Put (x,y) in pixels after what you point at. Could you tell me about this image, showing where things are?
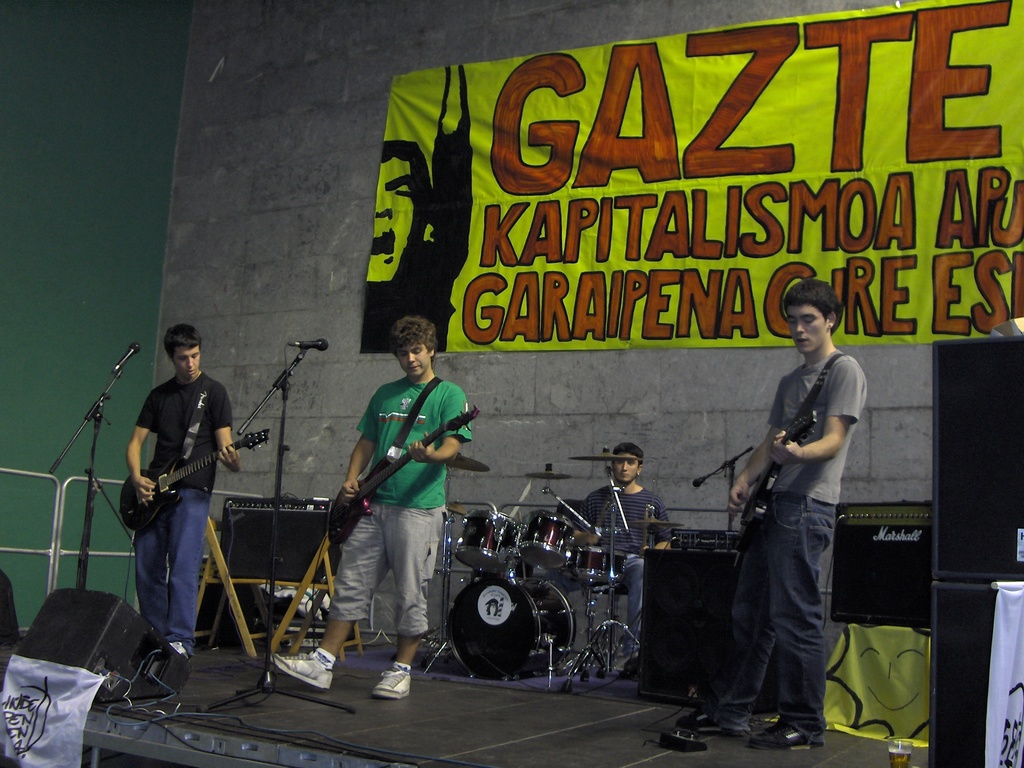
There are three persons (422,430) standing and holding guitars (763,498) and playing. In the back (632,499) a person (618,525) is sitting and playing drums (462,525). There are mic stands (243,431). In the back (234,207) there's a wall (284,218). On the wall (261,248) there is a banner (689,216). There is a speaker (128,649) on this stage (197,648). There are wires (318,744) on the stage (365,725).
